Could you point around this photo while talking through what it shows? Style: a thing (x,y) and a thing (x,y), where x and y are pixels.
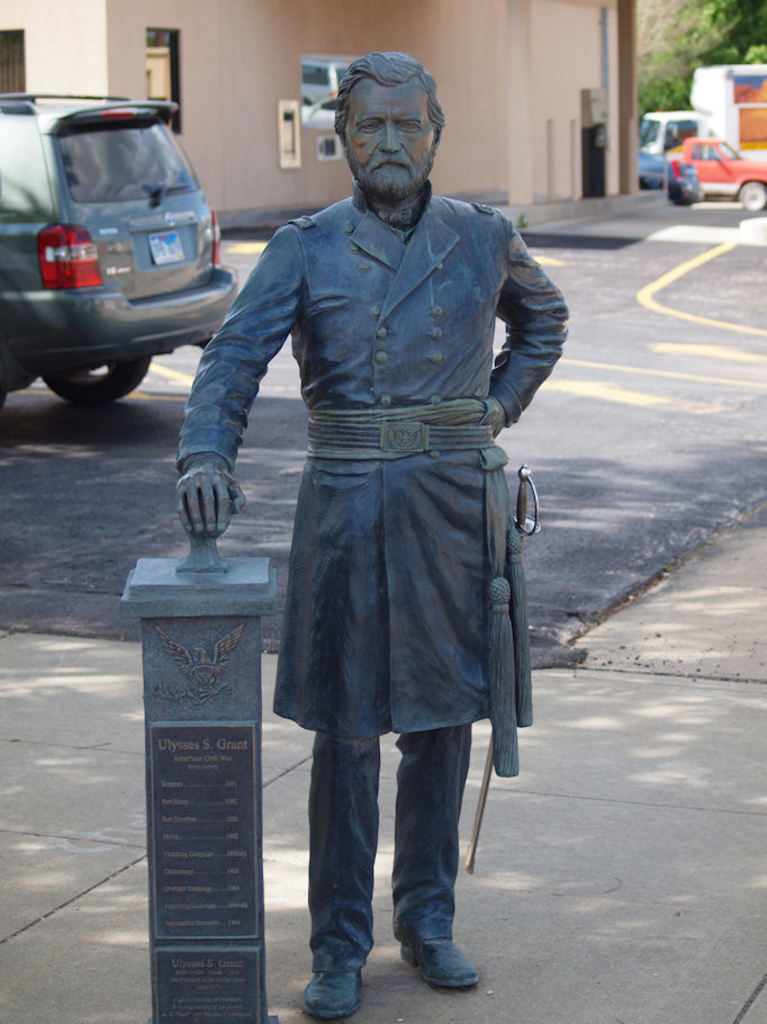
In this image I can see a statue (357,528). I can see the vehicles (721,156) on the road (539,422). In the background (702,22), I can see the trees (664,43) and a building (276,60).
